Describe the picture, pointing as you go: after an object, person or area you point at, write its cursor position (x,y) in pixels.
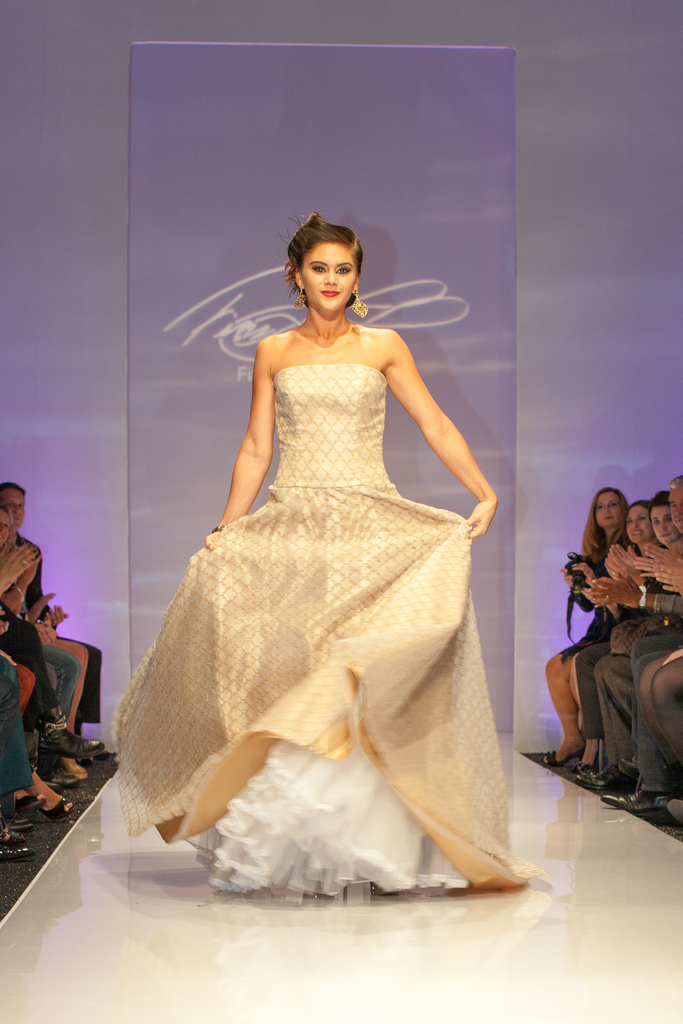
This picture shows a woman (309,345) walking and we see few people (14,638) seated on the both sides and clapping with their hands (40,638) and we see a advertisement hoarding (503,710) on the back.
